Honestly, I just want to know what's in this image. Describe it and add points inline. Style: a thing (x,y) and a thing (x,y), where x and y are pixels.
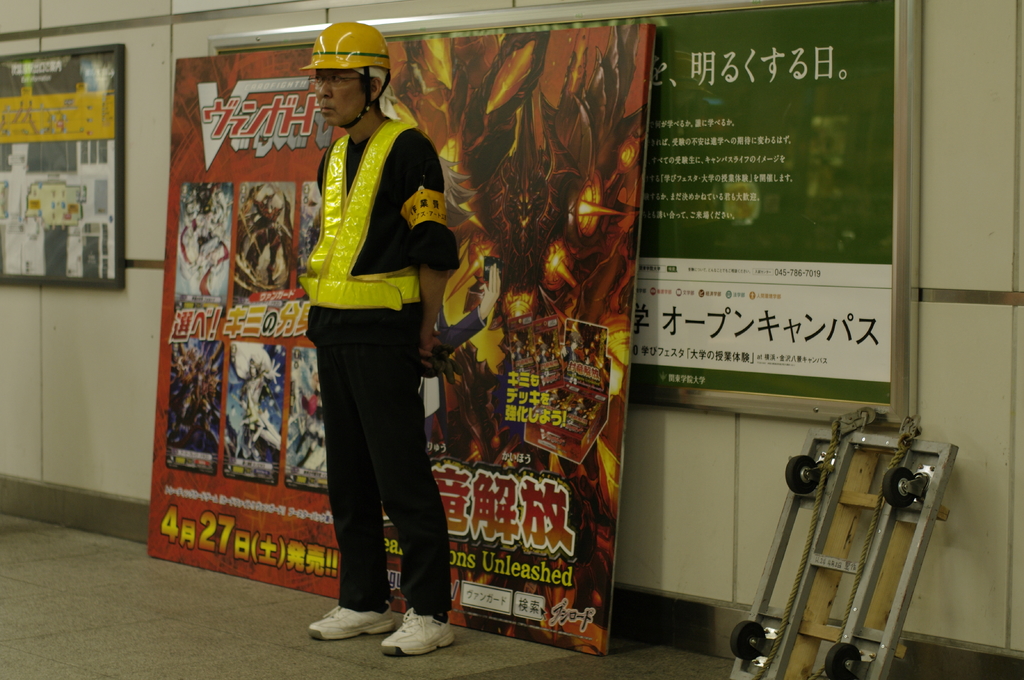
In this image we can see a person (399,235) wearing helmet (329,48). He is holding something in the hand (431,370). In the back (588,347) there is a banner (587,284). Also there is a wall (974,211) with frames (659,126). And there is an object (890,543) with wheels (897,487).
